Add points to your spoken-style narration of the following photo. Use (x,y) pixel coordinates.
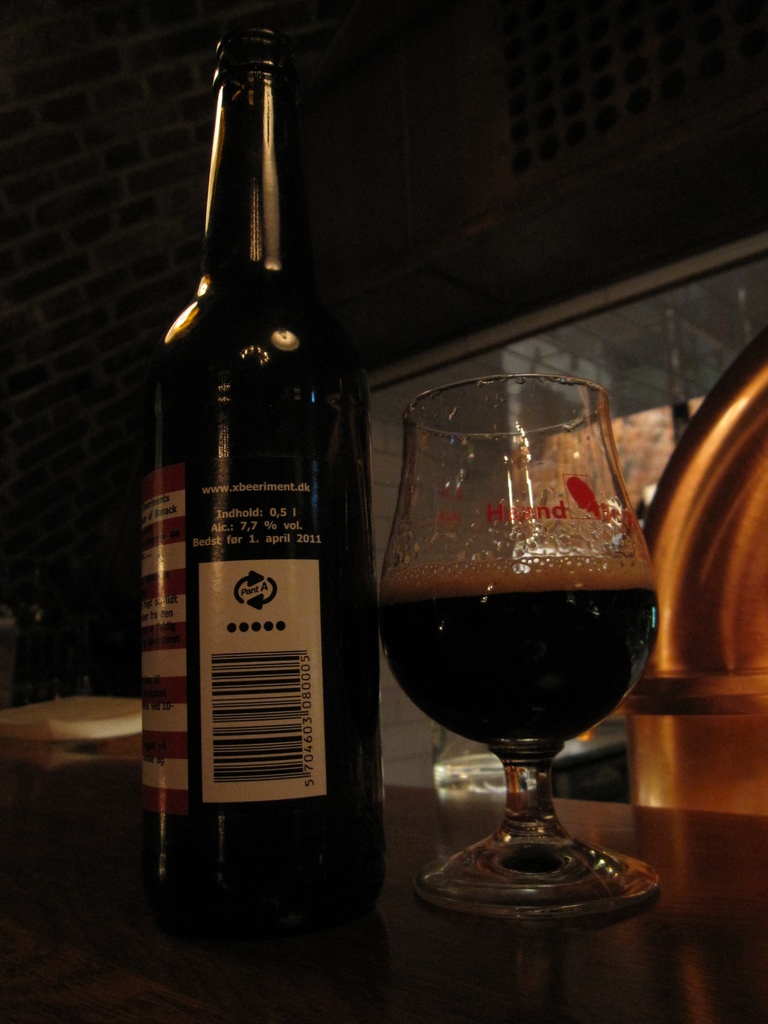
In this picture we can see a bottle (225,896) and a glass (547,903) with drink (461,722) in it and these all are on the platform (399,941) and in the background (471,757) we can see a wall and some objects (463,762).
